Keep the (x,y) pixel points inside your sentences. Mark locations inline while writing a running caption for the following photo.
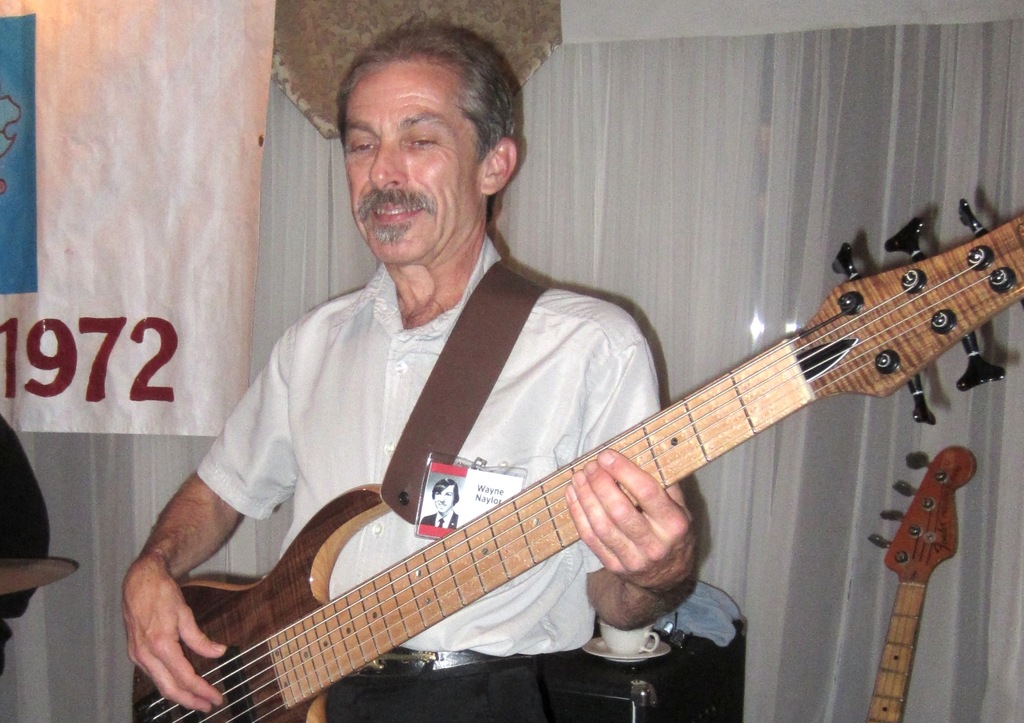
In this image there is a person (507,396) wearing white color shirt (568,407) playing guitar (787,372) and at the background of the image (574,246) there is a white color curtain (713,220).
